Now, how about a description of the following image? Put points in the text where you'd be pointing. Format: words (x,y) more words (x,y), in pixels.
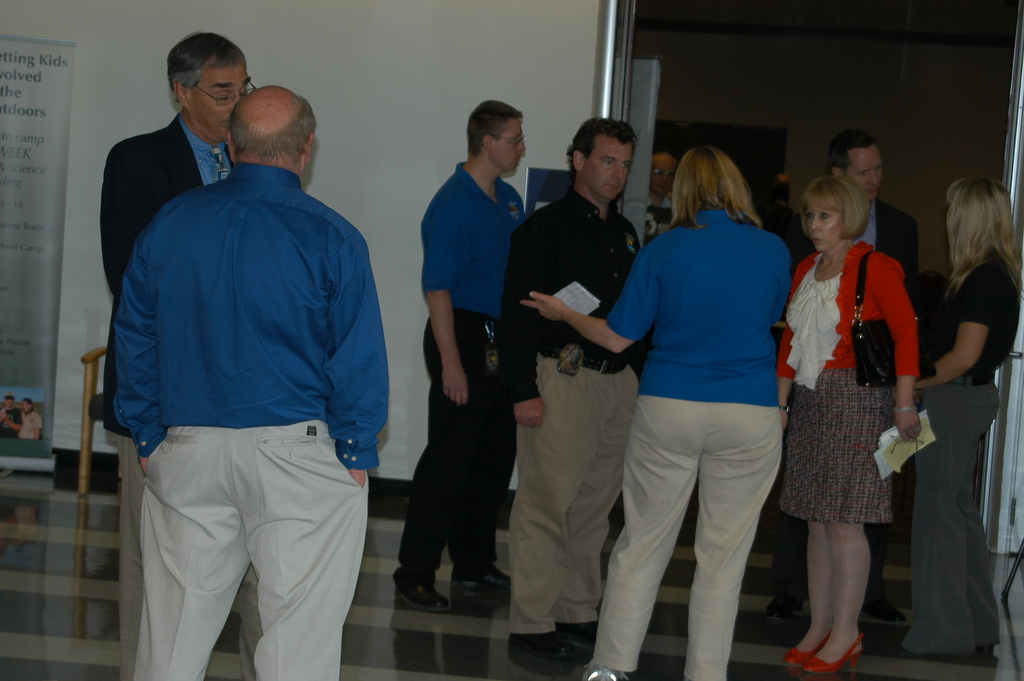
In this image in the foreground (277,125) we can see a bald guy (245,124), and there are many people (662,500) standing on the floor (370,630).
